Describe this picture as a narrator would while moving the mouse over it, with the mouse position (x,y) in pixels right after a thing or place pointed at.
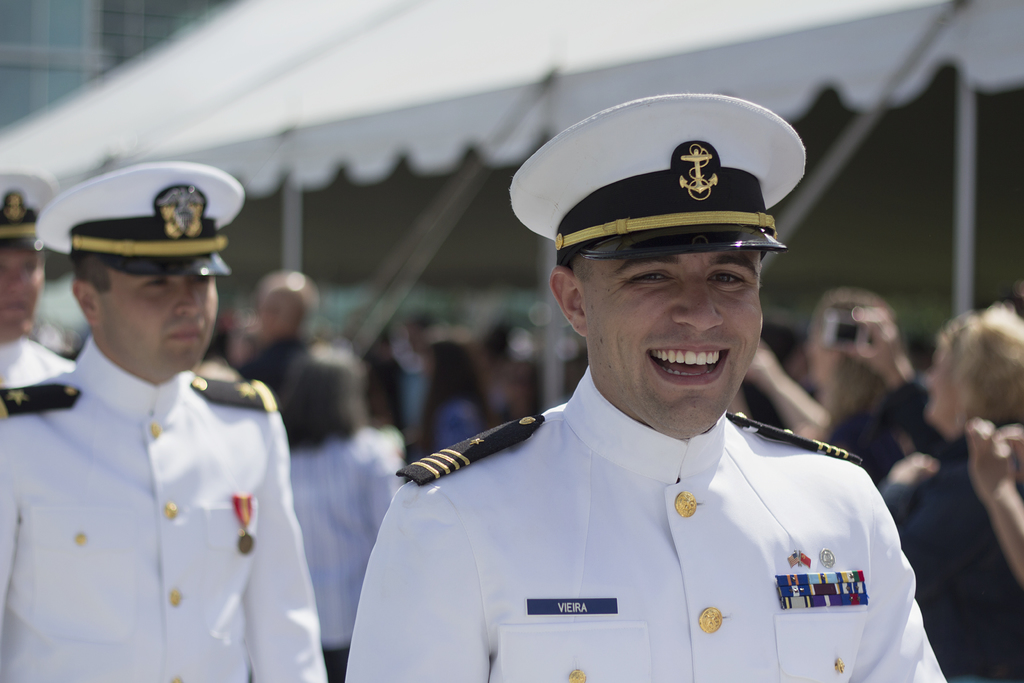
In this image we can see three people (594,515) standing wearing a hat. On the backside (752,398) we can see a group of people (886,399) under a tent (454,247).
